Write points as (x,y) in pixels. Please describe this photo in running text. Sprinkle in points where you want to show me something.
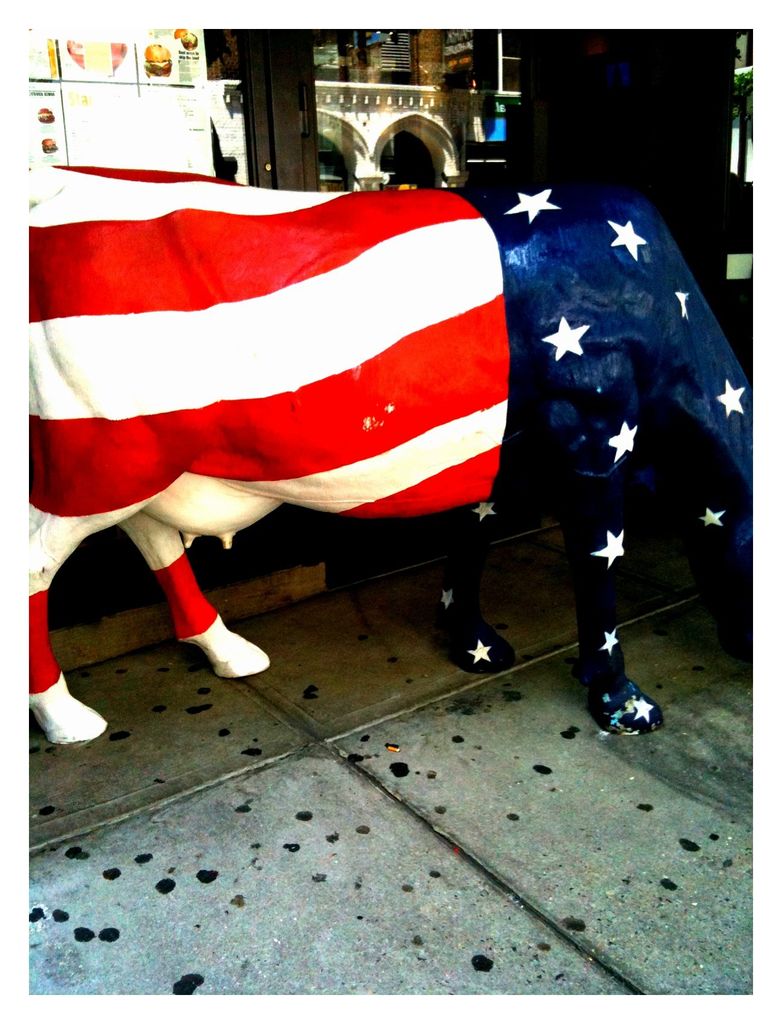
In this image in the middle (401,478) there is an animal sculpture (447,469), it is colored. At the bottom (423,864) there is a floor (321,861). In the background (487,159) there is a building (498,114), door (401,104), glass (364,107) and posters (182,105).
